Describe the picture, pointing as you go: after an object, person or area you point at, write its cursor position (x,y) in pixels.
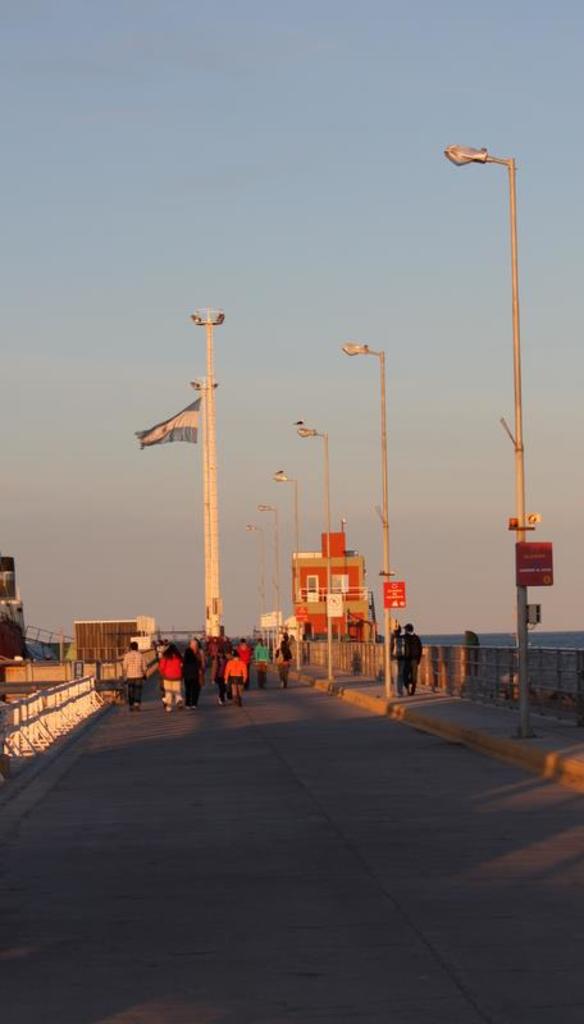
In this picture I can see there is a bridge (276,755) and there are few people (248,664) walking on the bridge (342,728), few (399,685) are walking on the walkway (453,699). There are a few poles (524,671) with lights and there is a pole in the backdrop (218,612) with a flag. There is a building (306,600) and the sky (251,266) is clear.
